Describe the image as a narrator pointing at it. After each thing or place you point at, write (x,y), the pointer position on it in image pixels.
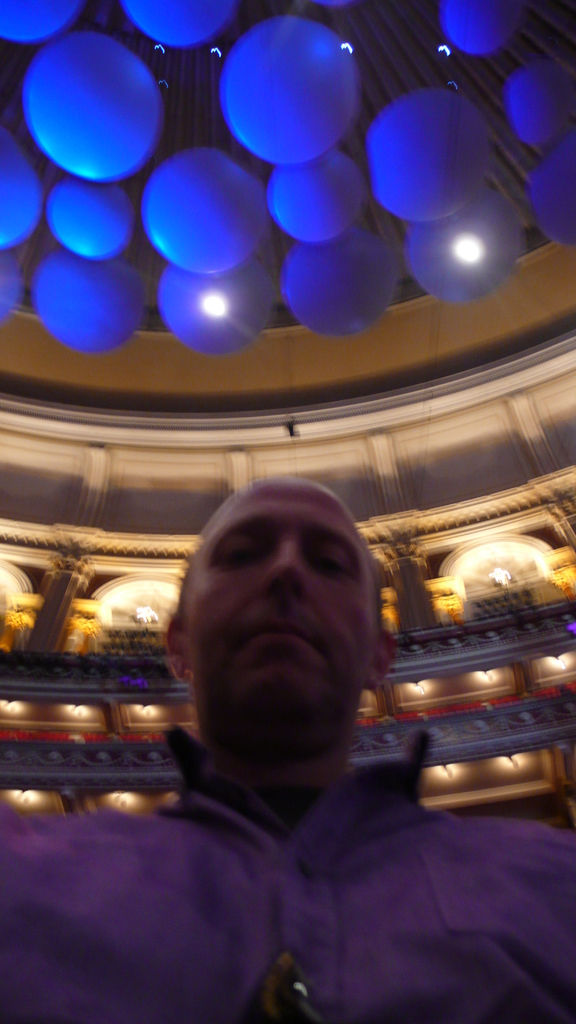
In this image we can see a man (294,761). In the background (408,413) there is a wall (123,607) and we can see lights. At the top (136,136) there are decors (295,132).
